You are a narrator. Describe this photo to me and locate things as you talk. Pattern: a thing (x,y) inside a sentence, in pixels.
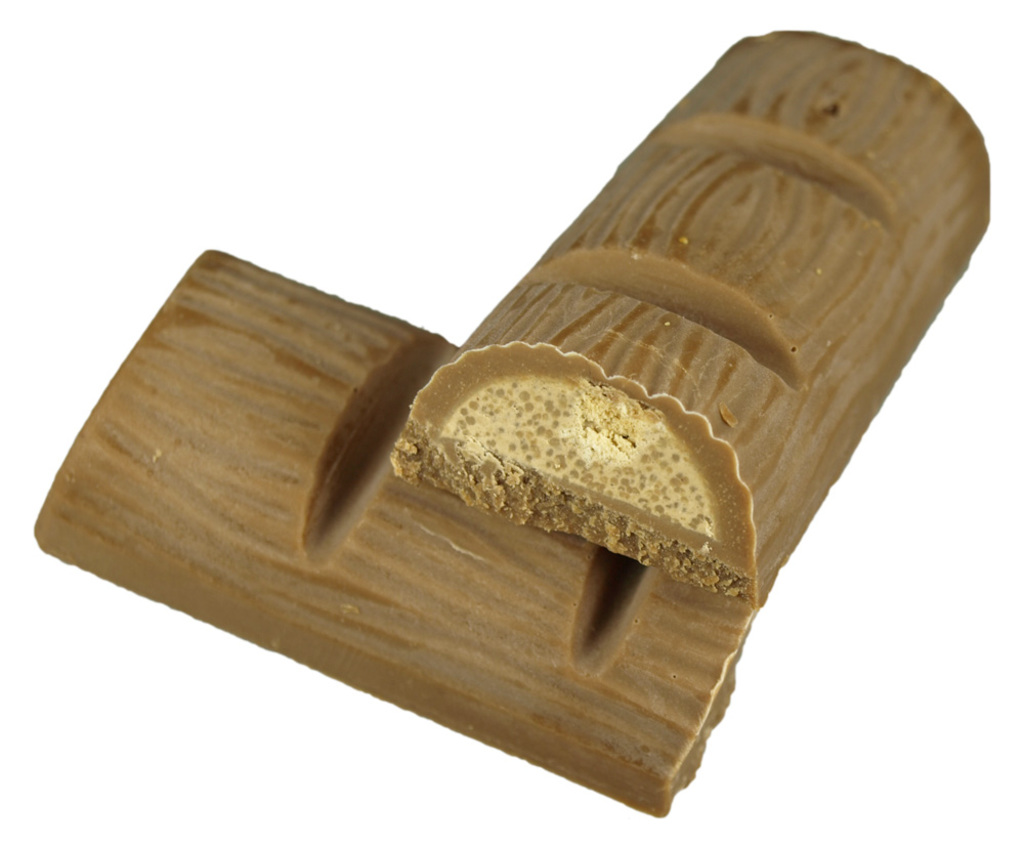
In this image we can see the chocolate bars (535,426) which are placed on the surface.
